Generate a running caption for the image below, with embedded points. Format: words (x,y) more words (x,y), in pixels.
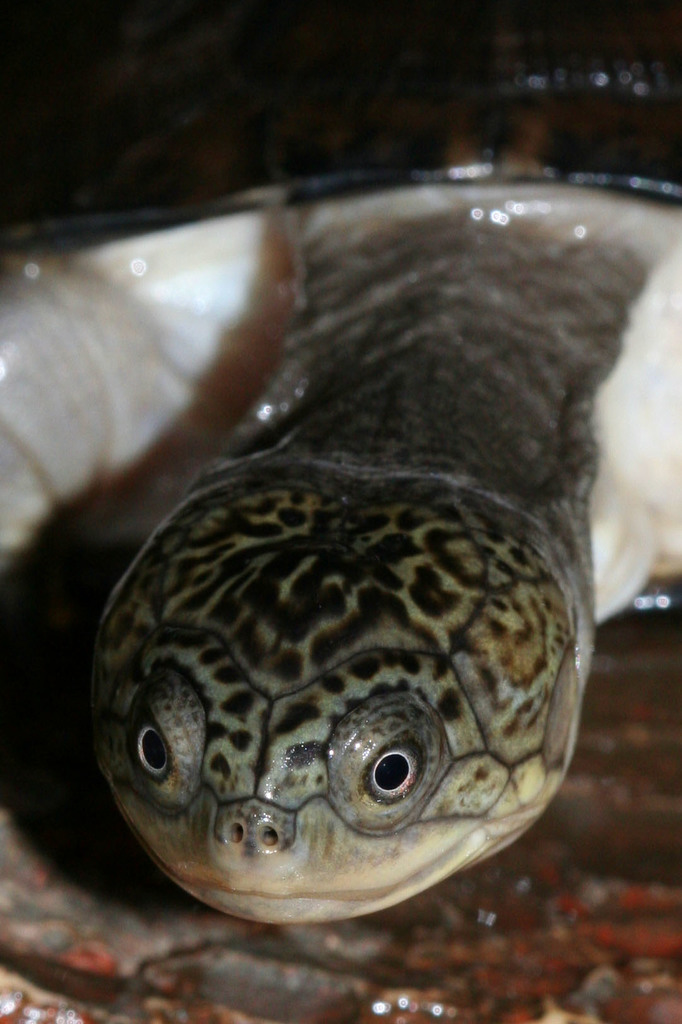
In this picture there is a tortoise (354,467).
